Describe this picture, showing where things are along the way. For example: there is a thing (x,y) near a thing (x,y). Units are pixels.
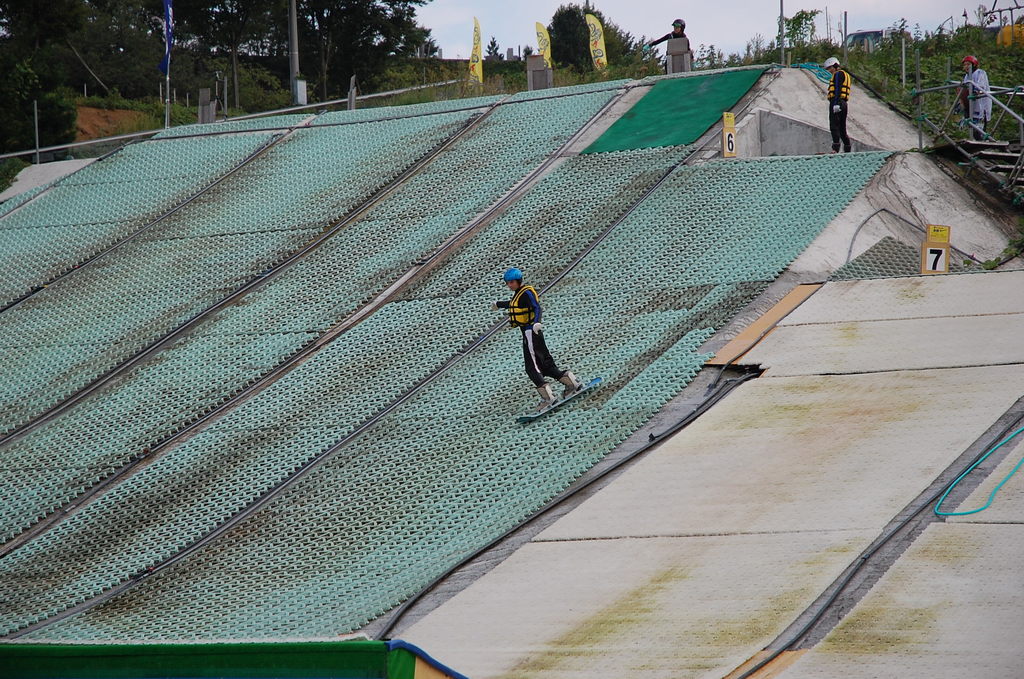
In this image I can see number of green colour things (577,178) and four persons (661,38). I can also see all of them are wearing helmets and I can see two of them are wearing yellow colour jackets (518,302). In the center (527,290) I can see one of them is standing on a board (559,404). In the background (2,94) I can see number of poles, flags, trees (71,54) and the sky (504,40). On the right side of the image (934,228) I can see something is written on the board (942,269).
